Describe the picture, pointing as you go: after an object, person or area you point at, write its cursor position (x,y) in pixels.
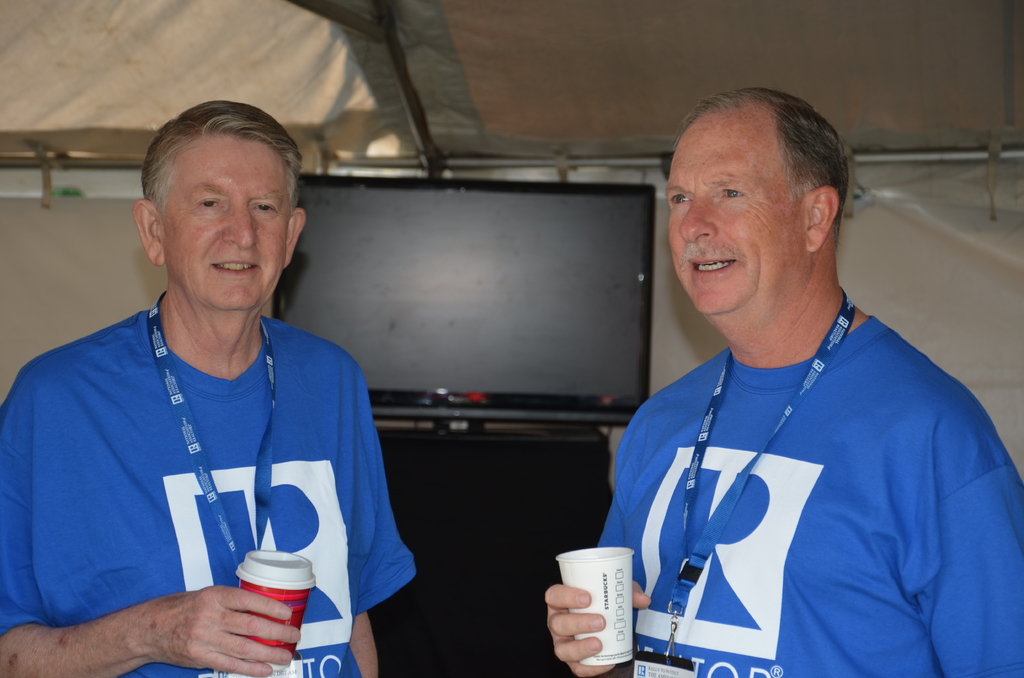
In the foreground of the picture (660,418) there are two men (173,448) standing, they are wearing blue t-shirts (349,551) and they are holding cups (611,595). Behind them there are desk (501,473) and television (515,338). At the top (266,80) it is tent (481,138).
